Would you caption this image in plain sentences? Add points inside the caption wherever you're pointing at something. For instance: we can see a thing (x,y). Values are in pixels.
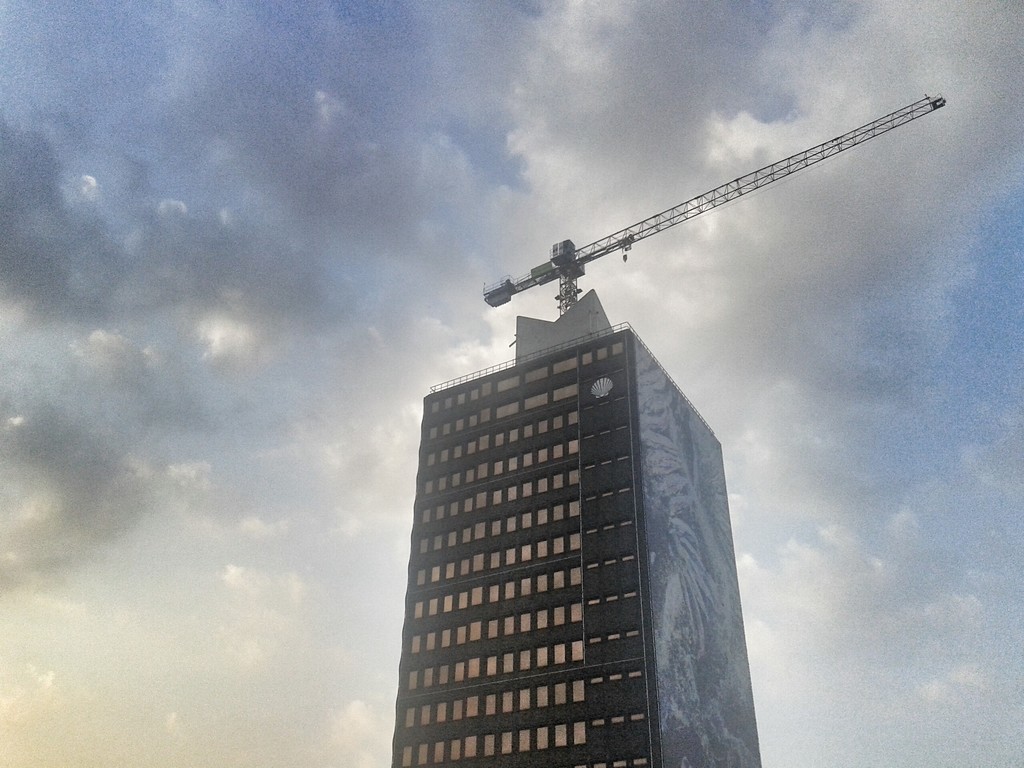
Here in this picture in the middle (564,381) we can see a building (504,404) with number of glass windows (542,736) on it and at the top of it we can see a crane lift (577,274) present and we can see the sky (693,342) is fully covered with clouds (248,272).
